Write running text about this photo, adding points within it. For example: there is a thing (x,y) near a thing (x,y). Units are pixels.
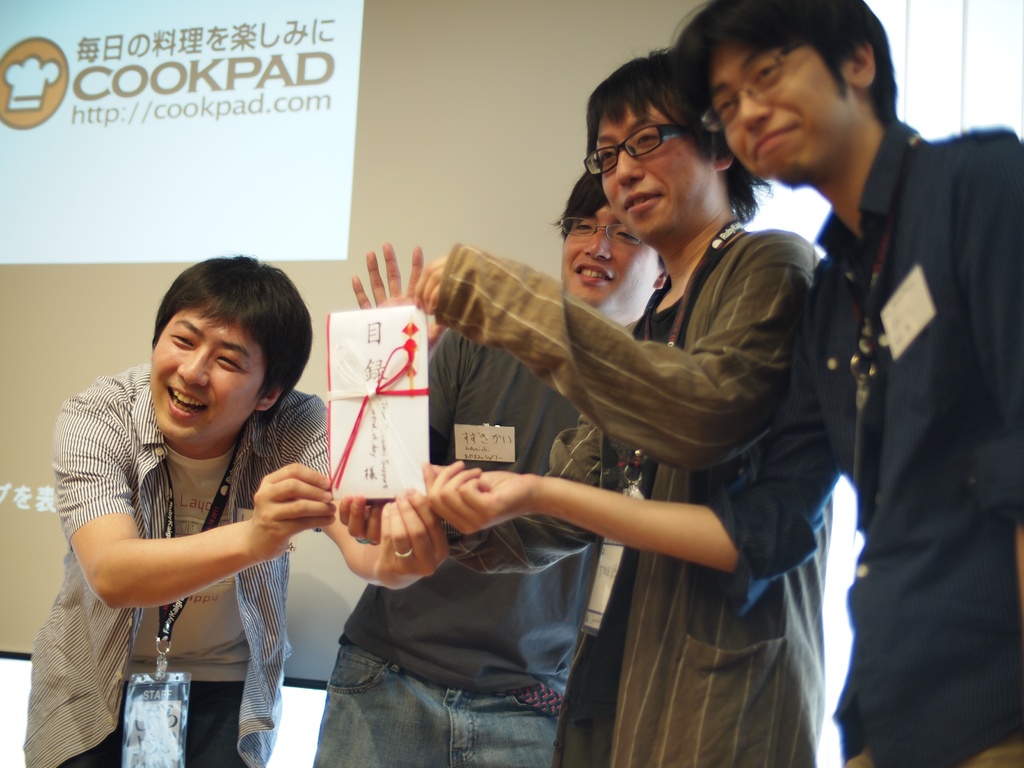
This image consists of four persons (393,538). And we can see four persons (297,421). And we can see a greeting (370,422) in their hands (295,473). On the left (96,521), the person (116,560) is wearing a tag (140,763). In the background (49,148), it looks like a screen (305,175).
